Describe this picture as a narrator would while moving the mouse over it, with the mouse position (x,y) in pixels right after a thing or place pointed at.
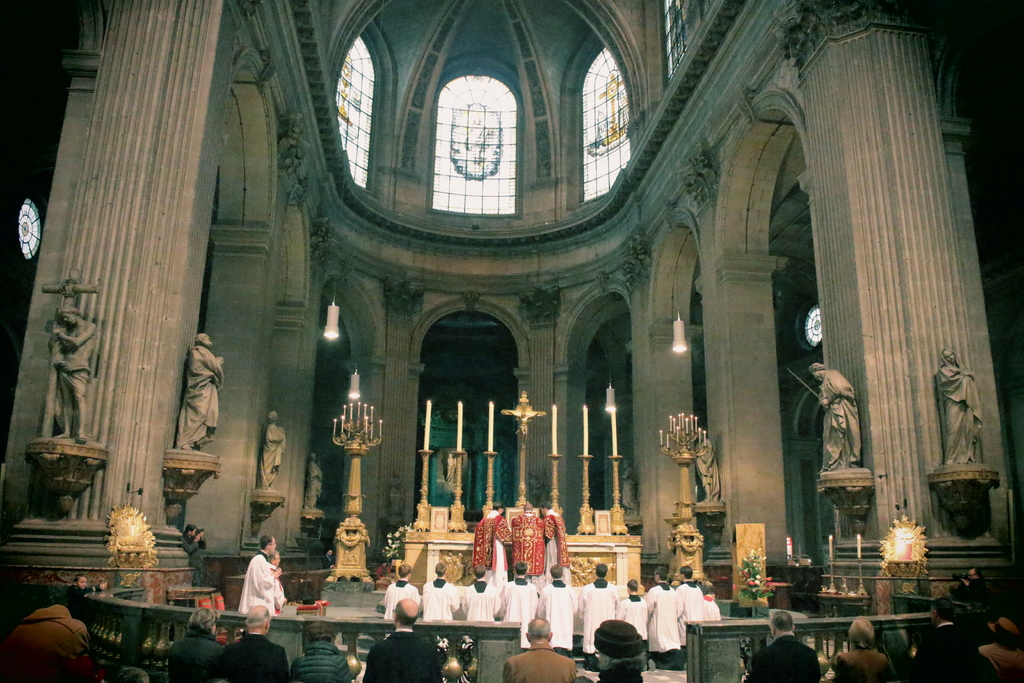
To the bottom of the image (954,639) there are few people (945,674) standing and in front of them there is a railing (730,635). To the front of the railing (846,620) there are few people (487,606) with white dress (415,596) is standing. And in front of them there are three men (508,537) with white dress (552,558) and red dress (516,537) is standing in front of the table (591,549) with a cross symbol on it. And also there are few poles (592,507) with big candles (556,427) on it. There are few poles (614,505) with candles (556,427) on the stage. And in the background (374,502) there are few pillars (888,346) with statues (72,385). And to the top of the image (354,150) there are glass windows (452,141).
